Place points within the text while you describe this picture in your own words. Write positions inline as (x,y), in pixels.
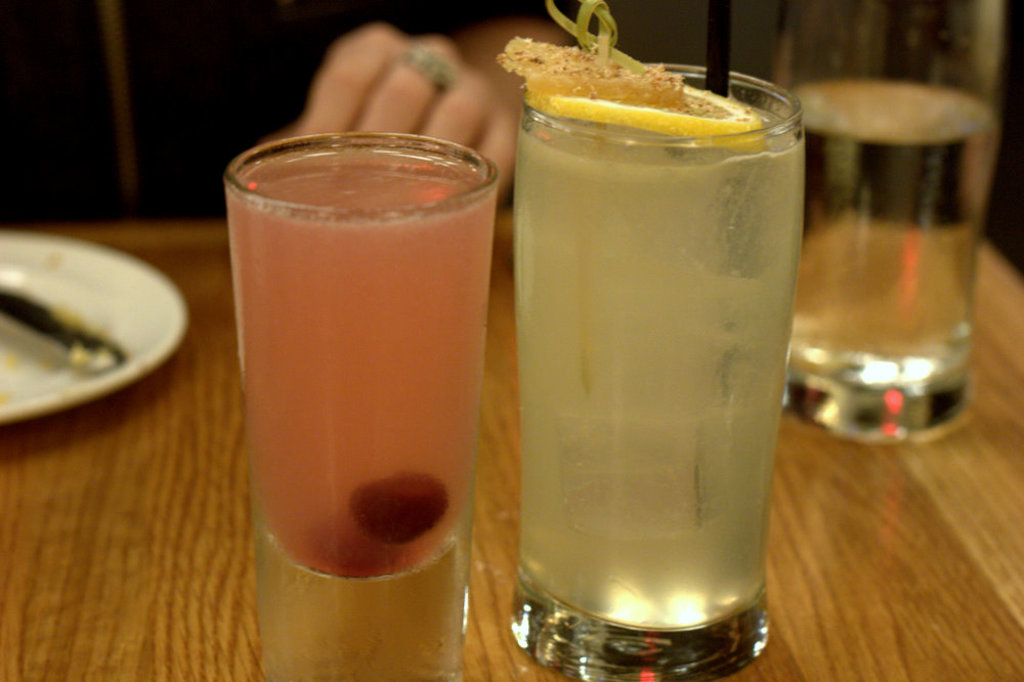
This picture shows few glasses (437,200) and a plate (118,293) on the table (182,644) and we see a human (464,135) seated.
